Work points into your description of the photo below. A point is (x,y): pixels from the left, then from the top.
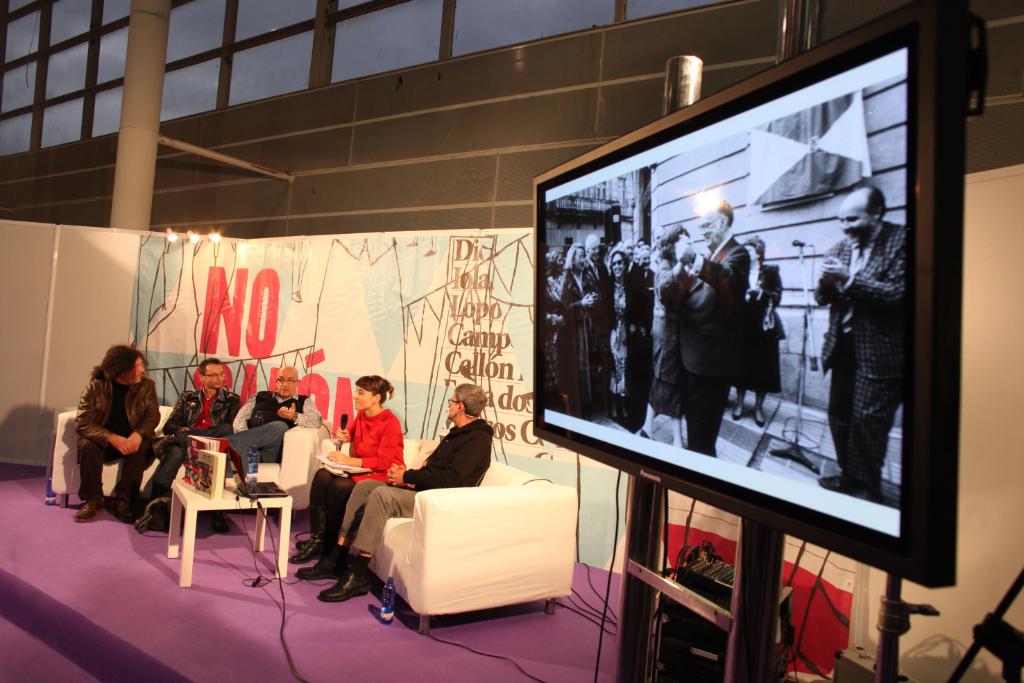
In this image the persons (362,441) are sitting on the Sofa (420,517). The woman (357,451) sitting in the center (363,455) wearing a red colour dress (360,449) is holding a mic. In the middle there is a table (225,502). On the table (239,504) there is a laptop (240,478). At the right side (782,353) monitor (786,302) with the screen (732,291) running in it. In the background (493,11) there is a wall (314,162), pillar (133,111), windows (278,44).
